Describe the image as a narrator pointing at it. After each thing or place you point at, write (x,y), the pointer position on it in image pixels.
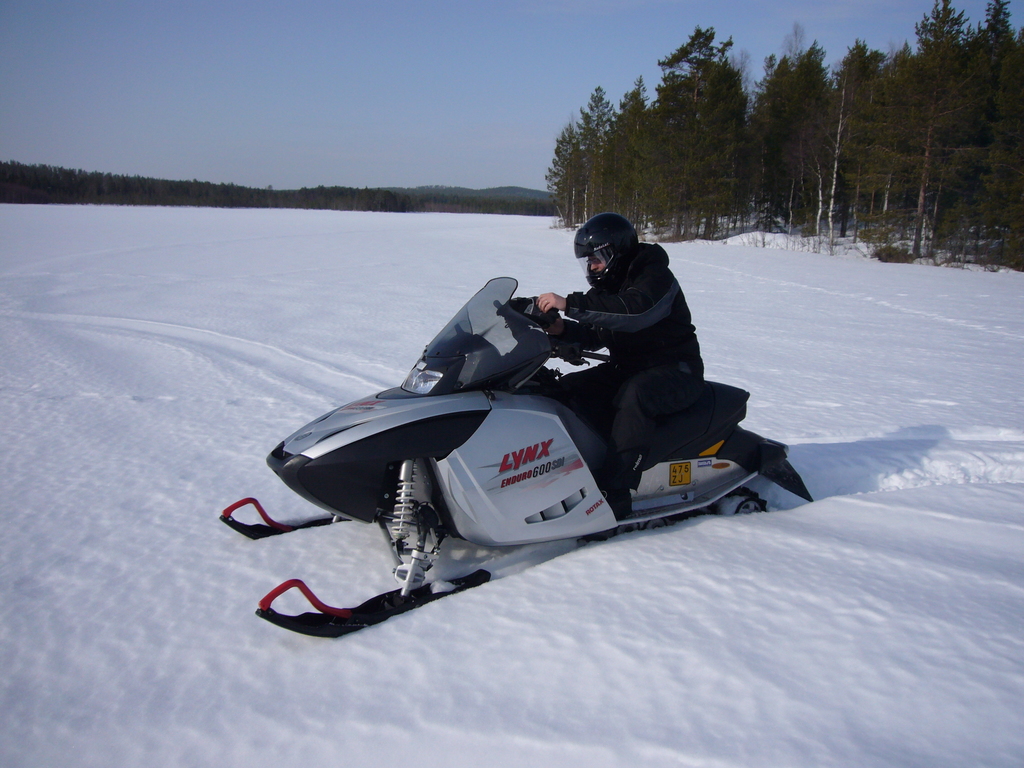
In this image we can see a person (617,412) driving a vehicle (541,475) on the snow (438,566) and there are few trees (727,215) and the sky (435,123) in the background (511,88).
